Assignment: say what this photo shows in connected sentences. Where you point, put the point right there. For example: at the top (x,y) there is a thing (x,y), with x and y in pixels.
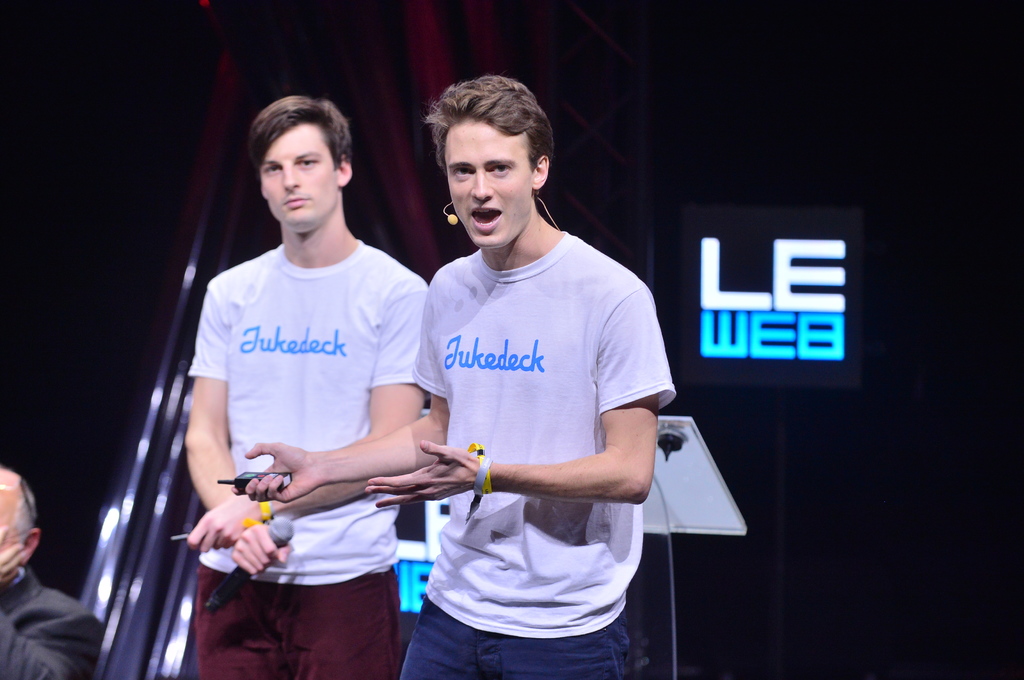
In this image I can see two persons (490,443) wearing white colored t shirts (501,366), blue pant (539,653) and brown pant (332,624) are standing and holding few objects (268,523) in their hands (243,556). In the background (713,380) I can see a person (61,590) sitting, a black colored board (722,323), the red colored curtain (308,69) and the dark background (903,510).
